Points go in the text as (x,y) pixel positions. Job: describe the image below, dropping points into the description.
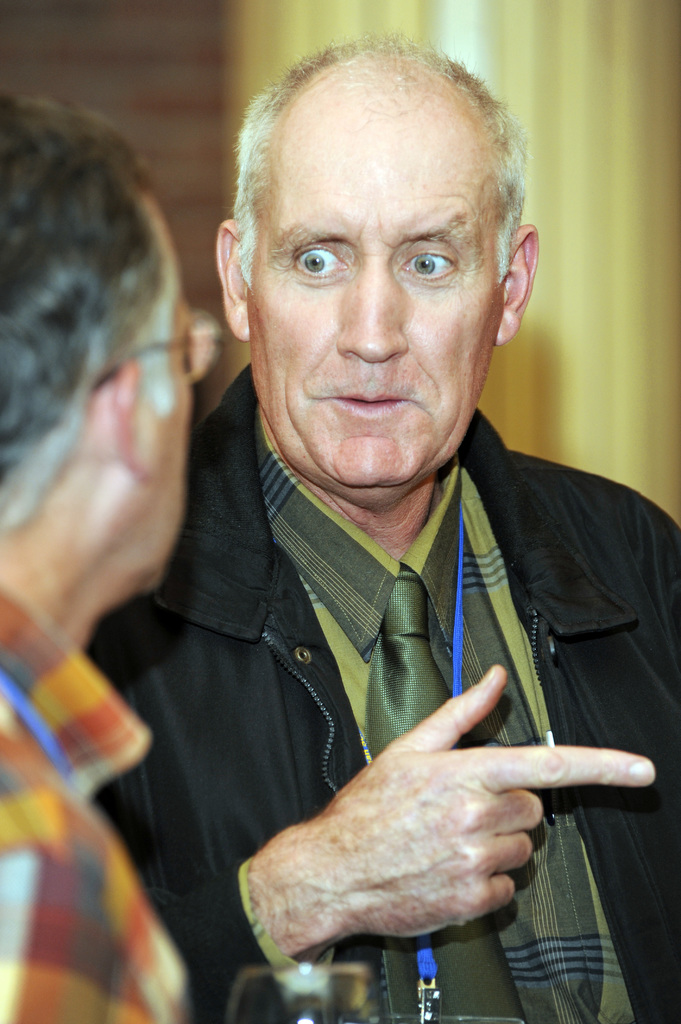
In this image I can see two persons (249,795), the person (527,729) at right (585,723) is wearing green and black color dress (561,660) and the person (39,906) at left (50,957) is wearing multi color shirt (60,954), background (582,35) I can see few curtains (572,32) in cream color.
